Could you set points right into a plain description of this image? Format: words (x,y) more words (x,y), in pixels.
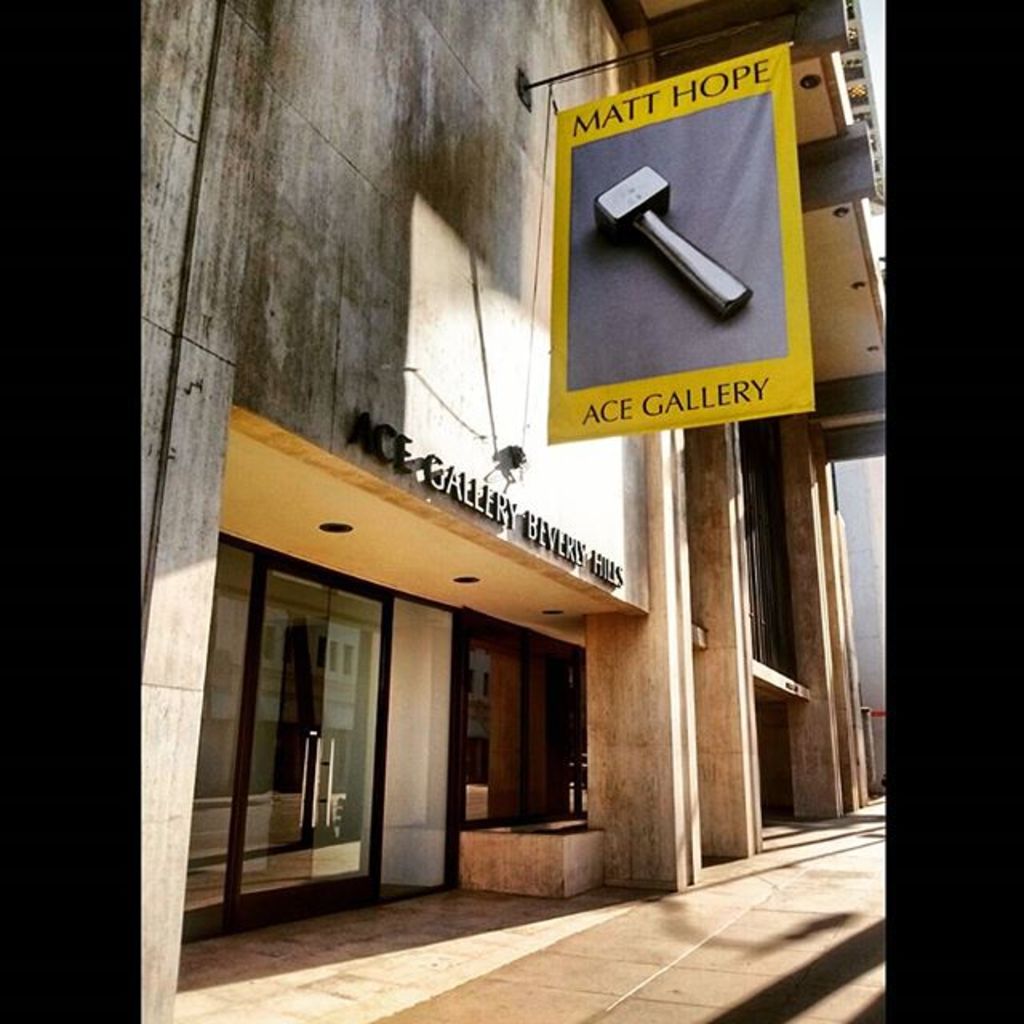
This is a building (435,355) with glass door (326,760) and handle (313,799). In-front of this building (300,373) there is a banner (763,243) of hammer (727,300).
